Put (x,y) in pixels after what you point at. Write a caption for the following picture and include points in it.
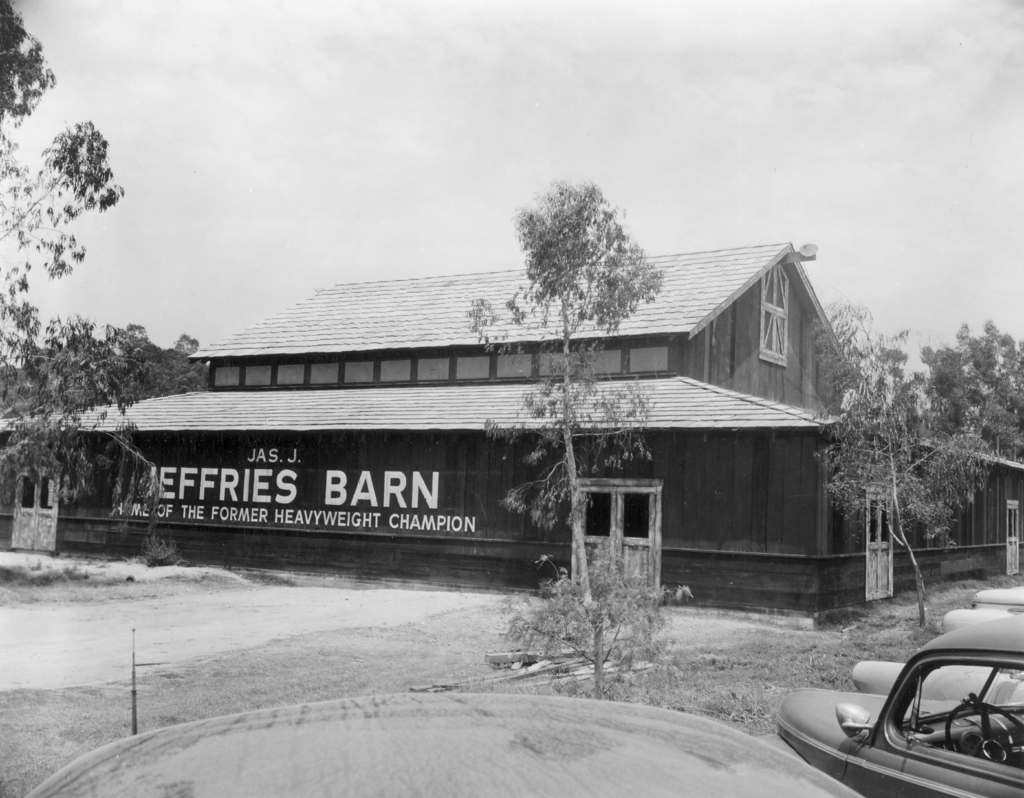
This is black and white picture, in this picture we can see vehicle (895,760) and objects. We can see ground (872,640), trees (923,609), grass (52,568) and house (220,422). In the background of the image (819,147) we can see the sky (834,165).
